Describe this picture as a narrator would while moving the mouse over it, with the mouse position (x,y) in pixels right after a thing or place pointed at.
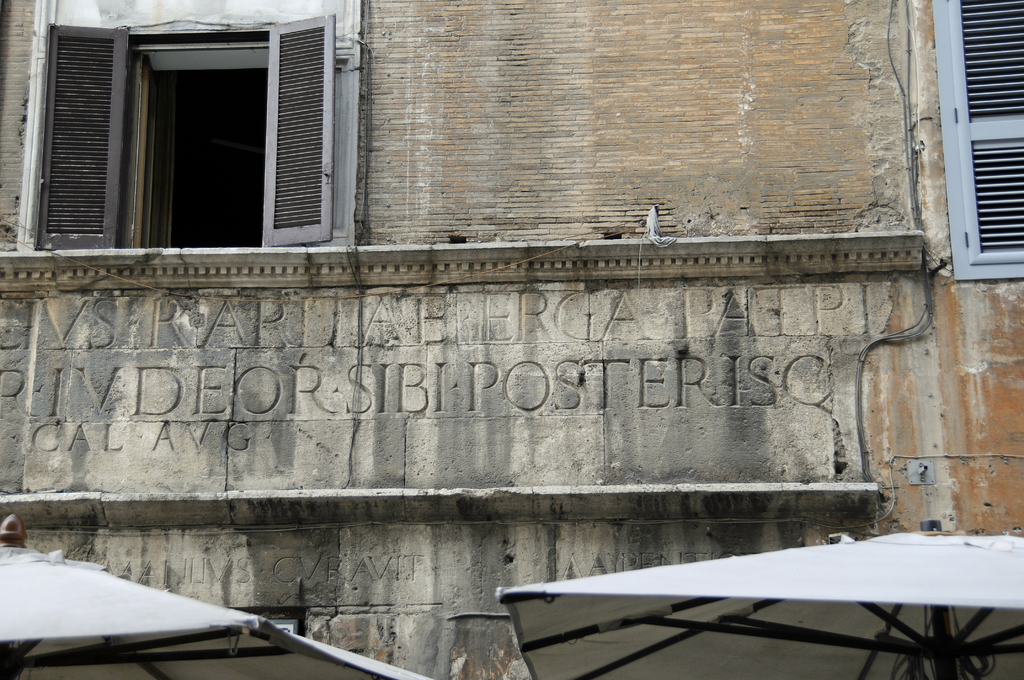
This is an outdoor picture. Here we can see a building (708,141) and it seems like an old building (615,128). Here we can see the windows (89,210) opened and there is something written on the wall (502,400) of the building (621,378). In the front (191,648) portion of the picture we can see two umbrellas (258,639) which are white in colour.
